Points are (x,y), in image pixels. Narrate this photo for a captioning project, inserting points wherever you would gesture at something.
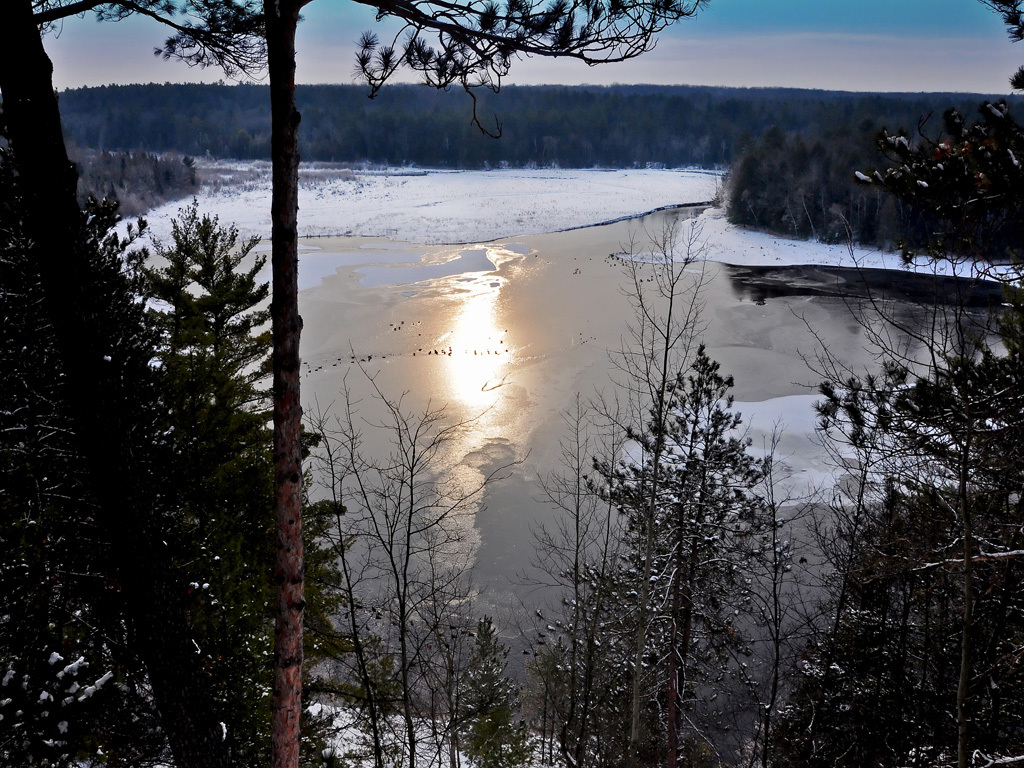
In the foreground of the picture (365,623) there are trees (718,386). In the center of the picture (449,307) there is a water body (498,265). In the background (396,131) there are trees (686,123).
